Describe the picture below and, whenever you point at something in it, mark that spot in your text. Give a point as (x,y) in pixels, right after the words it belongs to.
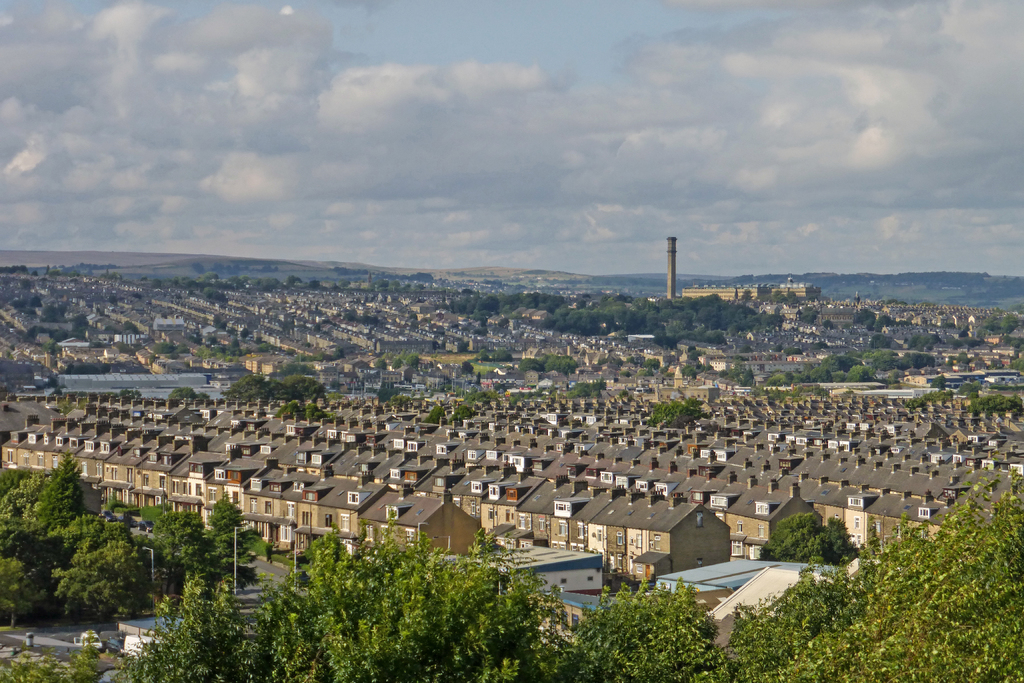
In the picture we can see some trees (547,656), houses (582,362) and in the background of the picture (664,236) there are some mountains (1000,285) and cloudy sky (594,187).
